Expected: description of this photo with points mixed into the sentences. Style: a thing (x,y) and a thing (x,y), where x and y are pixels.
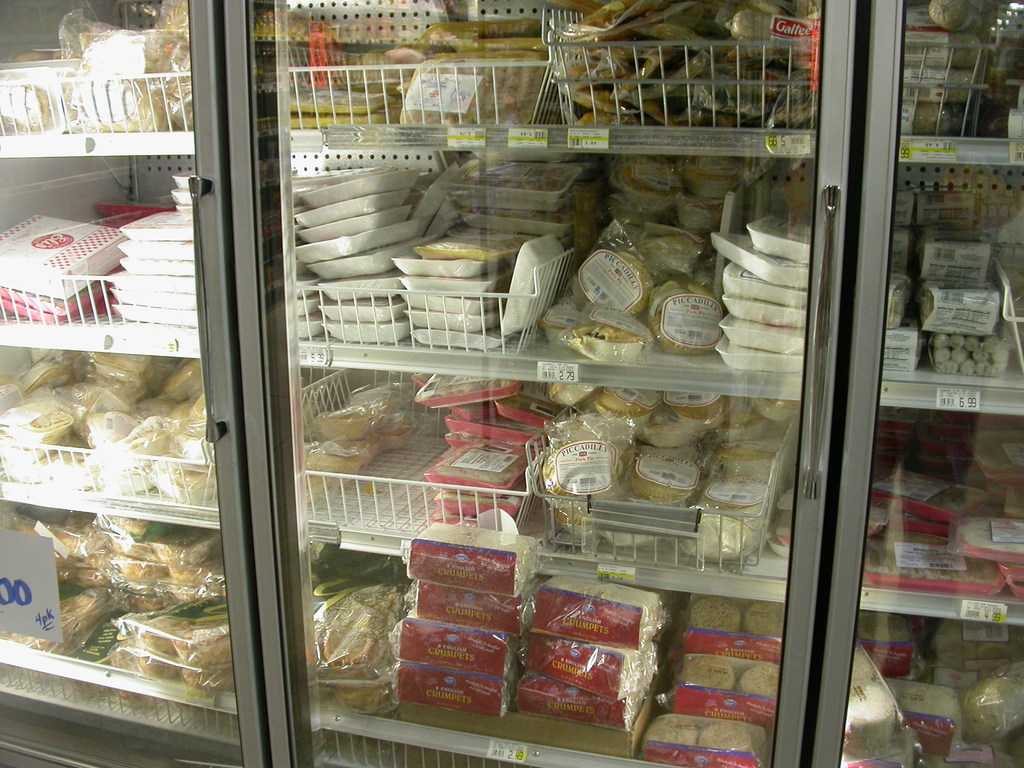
We can see boxes (492,244), packets (685,483), food items (585,16) and objects (456,455) are on the racks (523,490) and we can sticker (47,607) on glass door (110,499).
